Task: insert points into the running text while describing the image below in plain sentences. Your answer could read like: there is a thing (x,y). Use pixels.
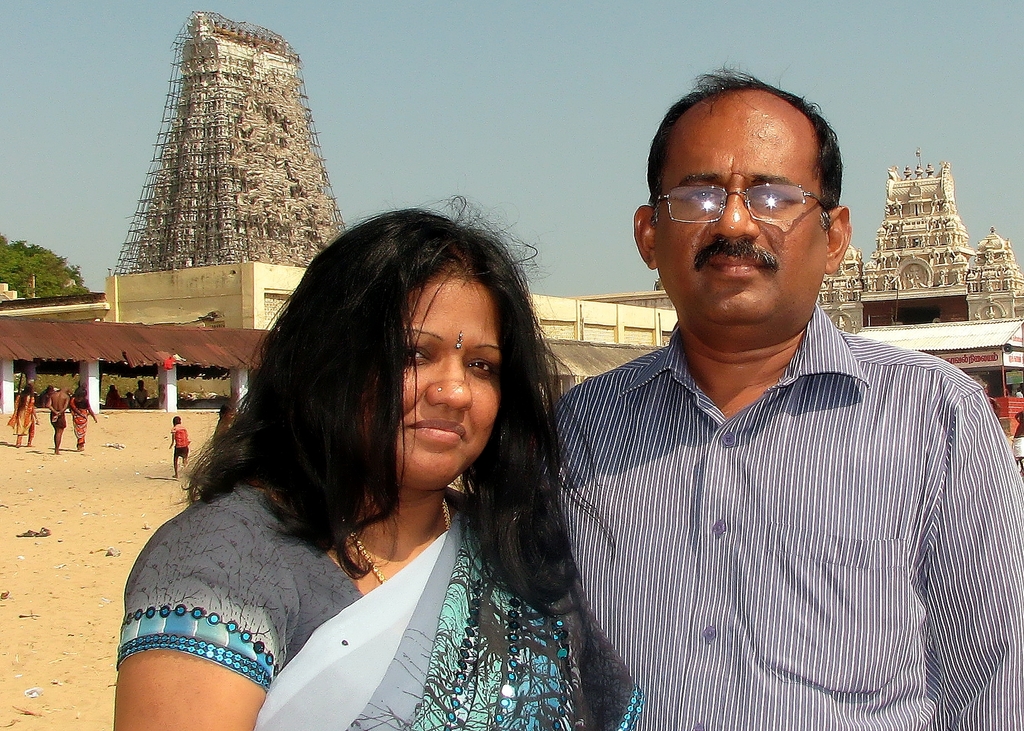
This picture shows a man (761,443) and a woman (357,428) standing. We see few temples (937,184) on the back (913,251) and we see a tree (50,265) and few people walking and we see a blue sky (648,109).
